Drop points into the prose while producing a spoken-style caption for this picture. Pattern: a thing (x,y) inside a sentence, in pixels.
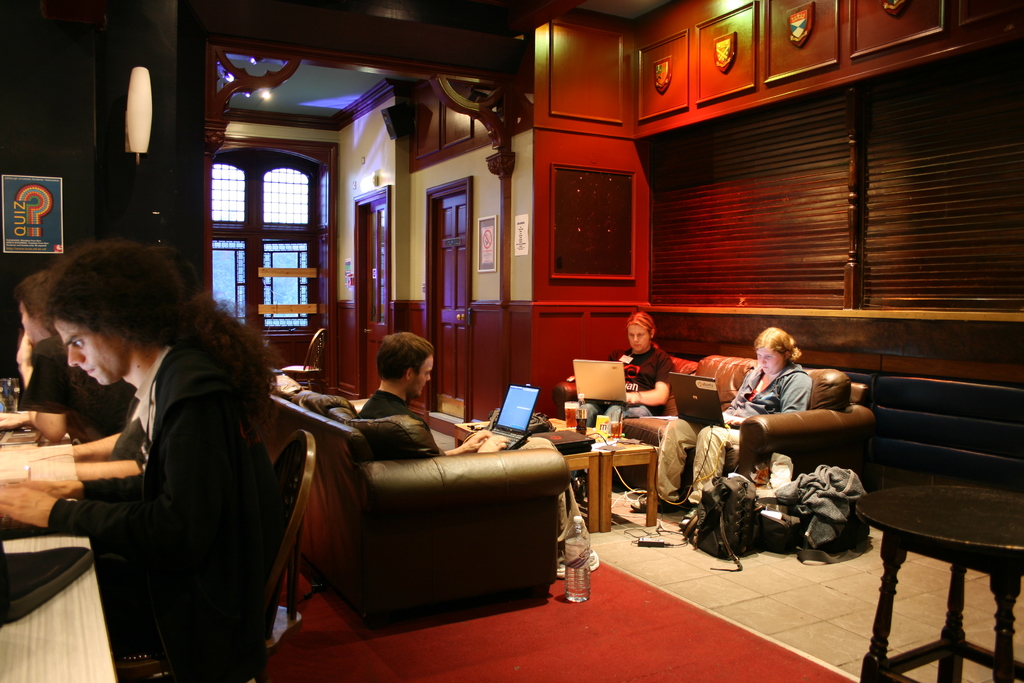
On the background (294,242) we can see window (293,260), doors (447,296). We can see persons (172,380) sitting on chairs (394,449) in front of a table (633,447) and on the table (564,422) we can see bottles (579,412). All the persons (673,454) working with laptop (604,379). On the floor (692,575) we can see adapter (645,546) and a bottle (581,568).
